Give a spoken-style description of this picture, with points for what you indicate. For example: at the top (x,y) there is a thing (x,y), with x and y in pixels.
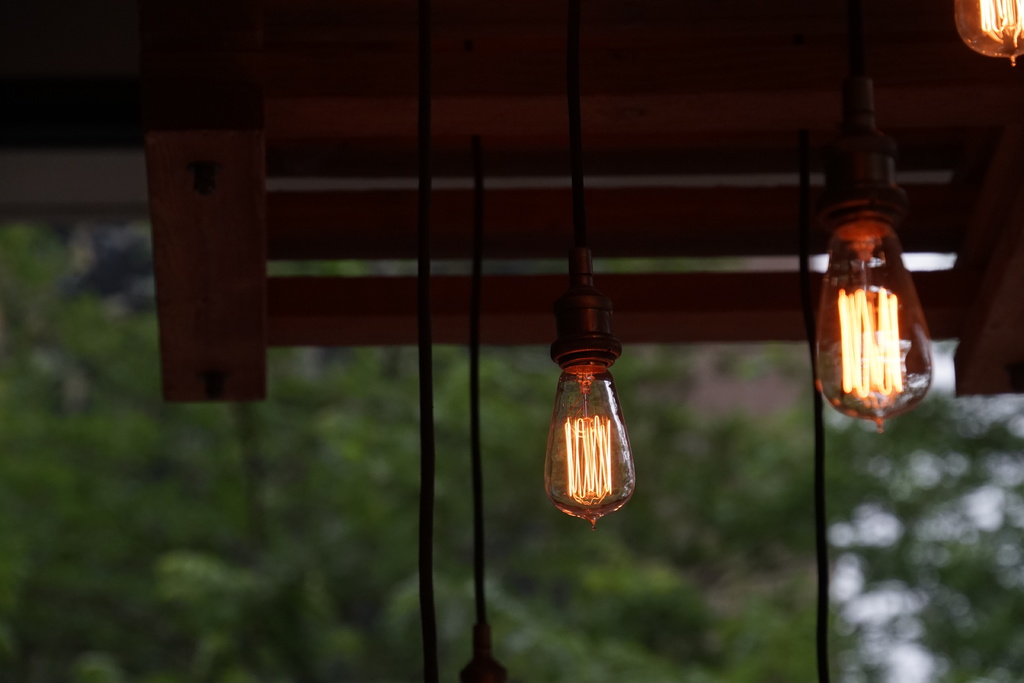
In the image there are lights (876,229) hanged down and the background of the lights (574,35) is green.
